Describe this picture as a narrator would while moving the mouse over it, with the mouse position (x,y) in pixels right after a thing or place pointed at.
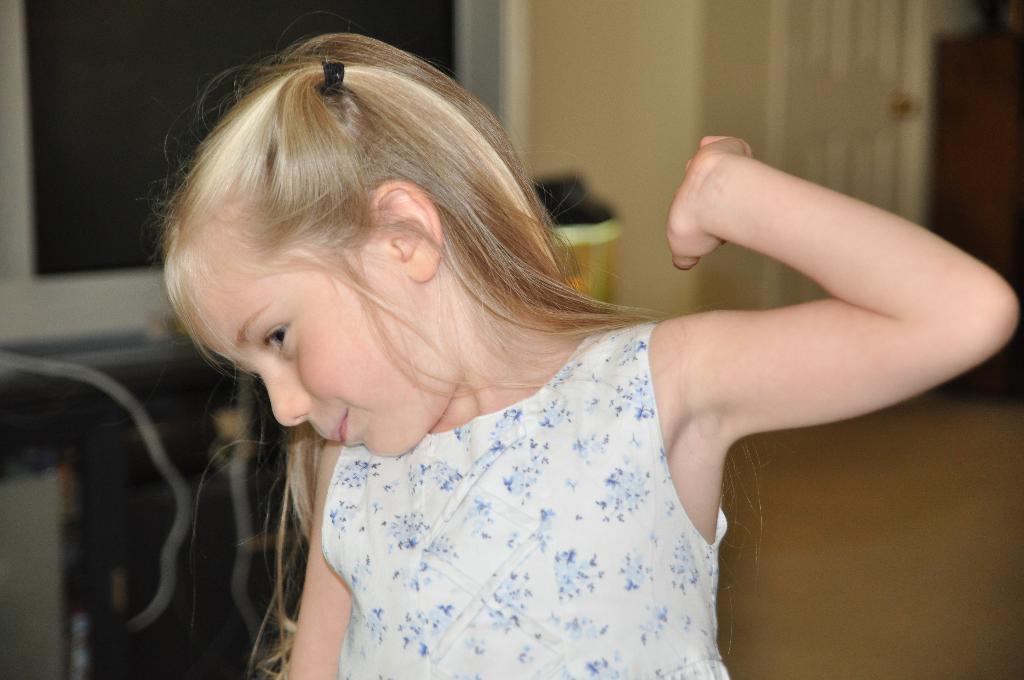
This image is taken indoors. In the background (556,107) there is a wall (648,98) and there are a few things (115,412). On the right side of the image (923,521) there is a door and there is a floor (895,540). In the middle of the image (393,247) there is a kid (351,256).
